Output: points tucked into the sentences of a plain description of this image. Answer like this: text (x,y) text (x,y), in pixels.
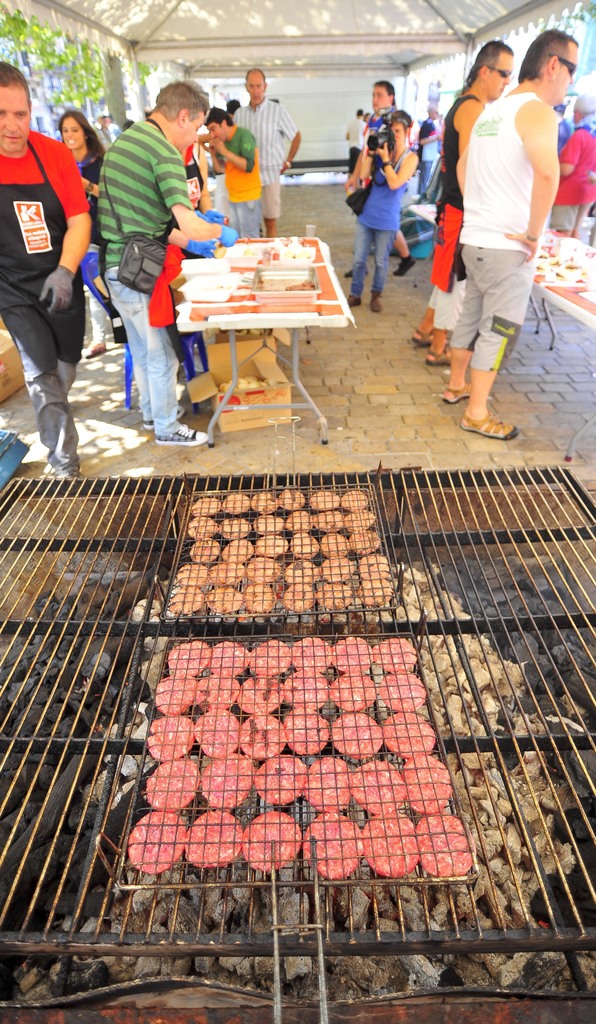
In this picture there are many people (477,220) standing. In front of them there is a table (269,313) with some food items (301,257) on it. Under the table (230,389) there is a cardboard box (258,394). And in front (457,829) there is a grill (292,670) with food item (283,761) on it. On to the top (235,35) there is a tent (194,40). And to the left top (80,101) there is a tree (13,22).
